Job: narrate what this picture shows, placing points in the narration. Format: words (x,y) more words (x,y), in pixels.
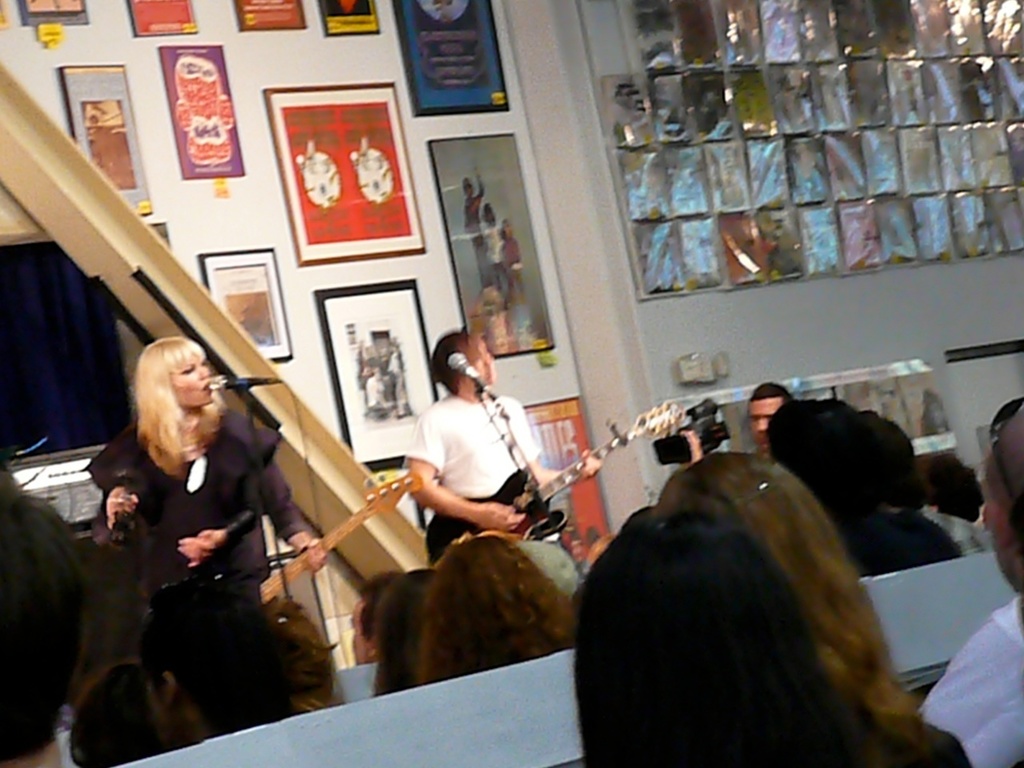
In this picture I can see group of people (715,649) sitting, there are three persons (498,445) standing, there are mics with the mic stands (511,445), two persons (525,444) holding guitars (296,575), a person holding a camera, and in the background (692,385) there are frames (364,197) attached to the wall (939,362) and there are some other objects (51,294).
